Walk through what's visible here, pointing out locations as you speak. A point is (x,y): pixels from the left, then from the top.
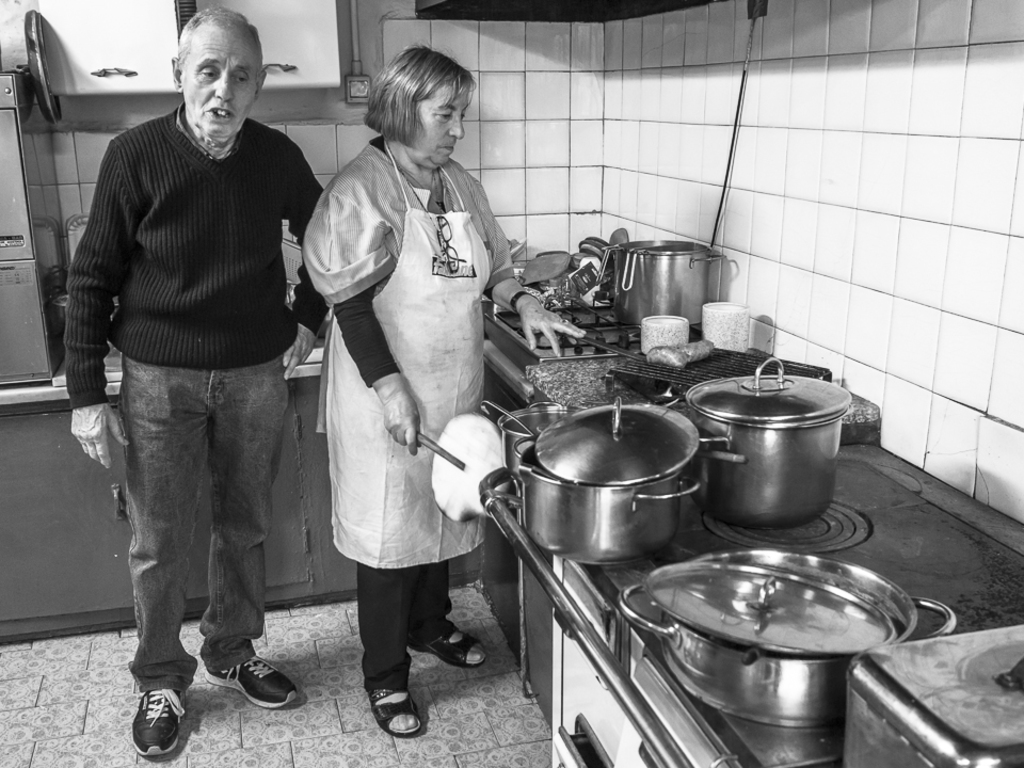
In this picture there is a woman (377,294) standing and holding the object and there is a man (259,535) standing. On the right side of the image (834,547) there are utensils (636,547) on the table (800,745). At the back (4,377) there are objects (3,161) on the table (64,491). At the top (183,13) there are cupboards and there is a pipe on the wall (65,151). At the bottom (307,704) there is a floor (307,704).
